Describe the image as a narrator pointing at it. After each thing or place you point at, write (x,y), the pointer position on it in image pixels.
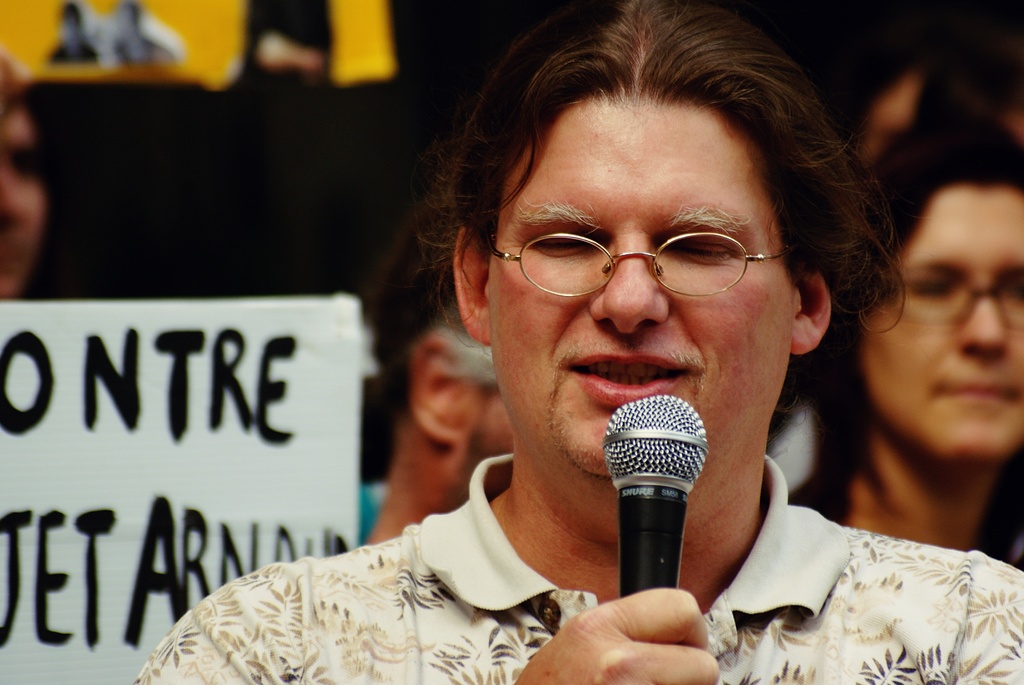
There is a person (759,419) talking and he is holding a mic (631,538). Behind him some persons (410,262) are there. And there is a banner (142,456) over there. And this person (642,277) is wearing a spectacle (684,237) and t shirt (278,614).
